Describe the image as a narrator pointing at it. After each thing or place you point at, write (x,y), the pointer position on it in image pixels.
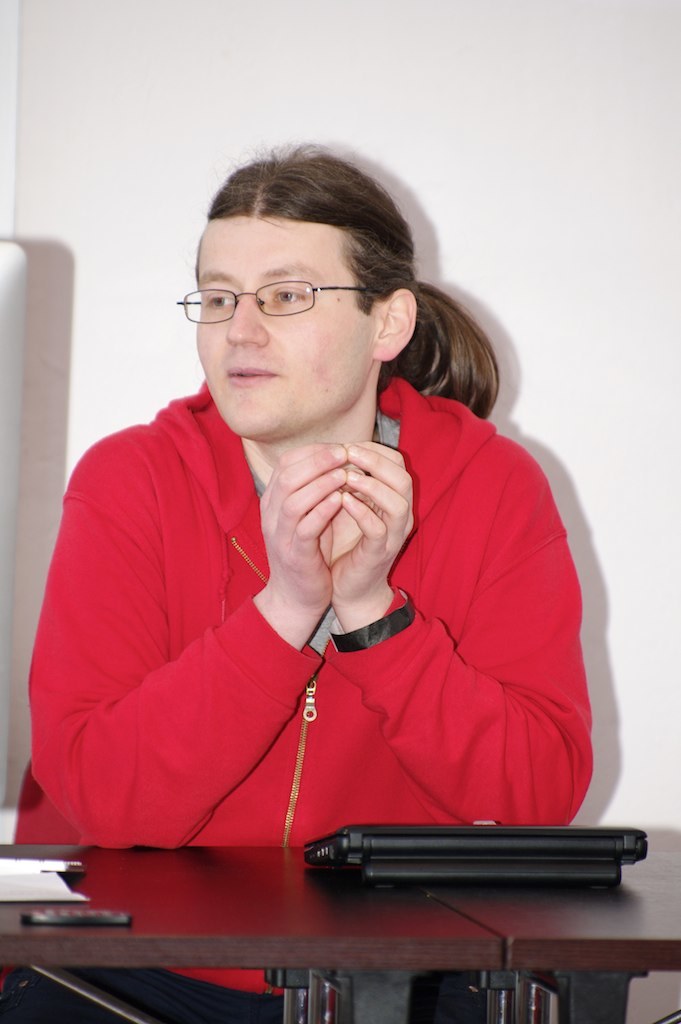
In this picture I can see there is a person (86,695) sitting and wearing a red color coat (120,687) and there are wearing spectacles (307,289) and looking at left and there is a table (281,859) in front of the person (209,305) and there is a white backdrop (330,122).
